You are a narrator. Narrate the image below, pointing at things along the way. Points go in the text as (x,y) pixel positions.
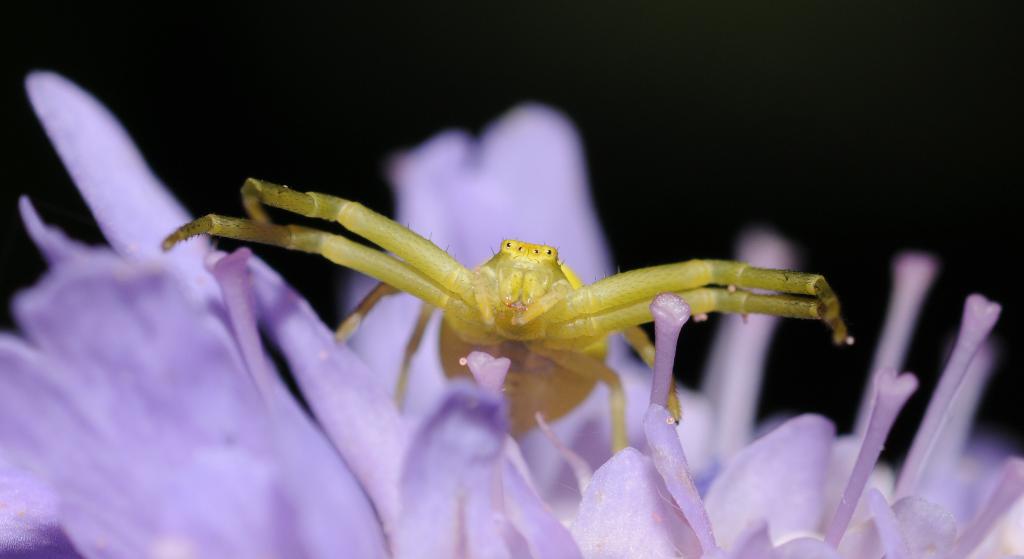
In this picture there is a green spider (517,289) sitting on the blue color flower (368,433). Behind there is a black background (263,130).
